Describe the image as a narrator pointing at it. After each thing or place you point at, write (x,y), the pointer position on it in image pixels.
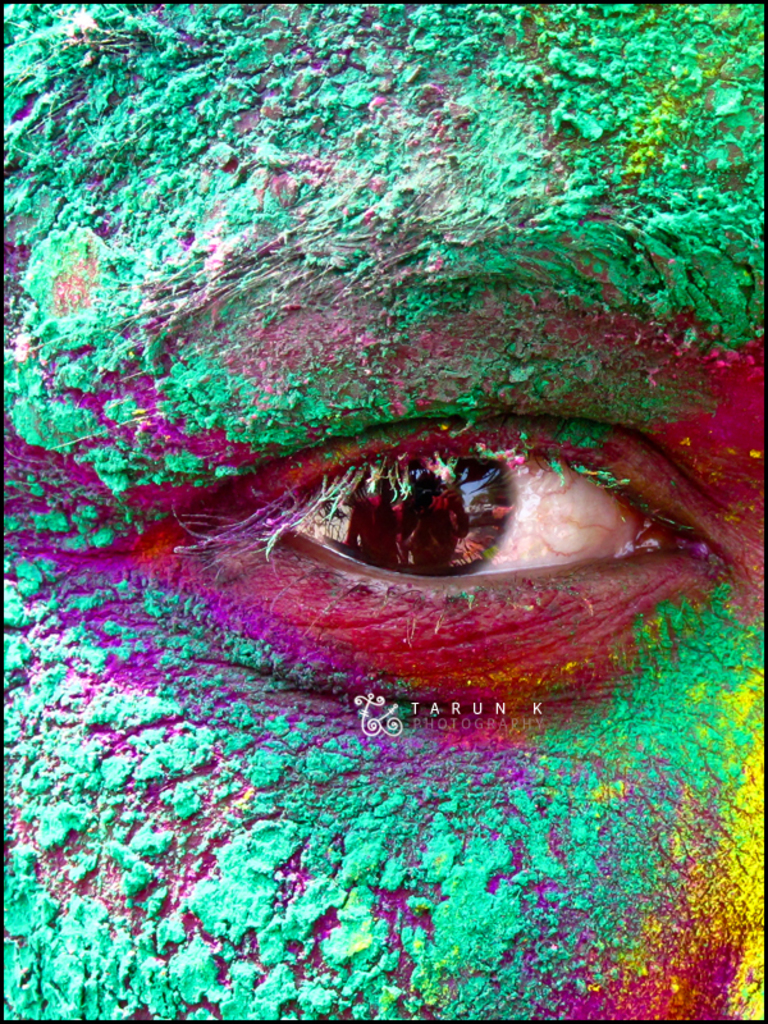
In this image I can see an eye (416,506) of a person (432,565). Here I can see a watermark (483,715). I can also see some colors around the eye (403,512).
